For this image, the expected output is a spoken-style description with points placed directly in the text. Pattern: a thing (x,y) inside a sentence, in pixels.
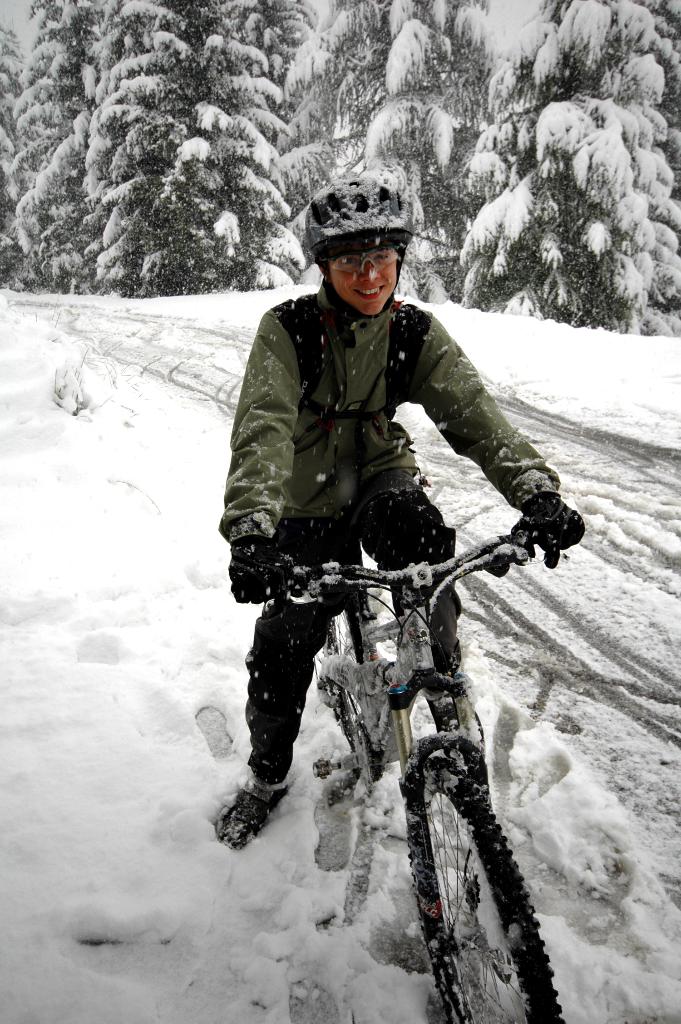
In this image there is a man (449,394) wearing helmet (349,241), glasses (352,260) and sweater (342,312) cycling on a snow land (208,348), in the background (543,285) there are trees (620,213) that are covered with snow (388,115).
